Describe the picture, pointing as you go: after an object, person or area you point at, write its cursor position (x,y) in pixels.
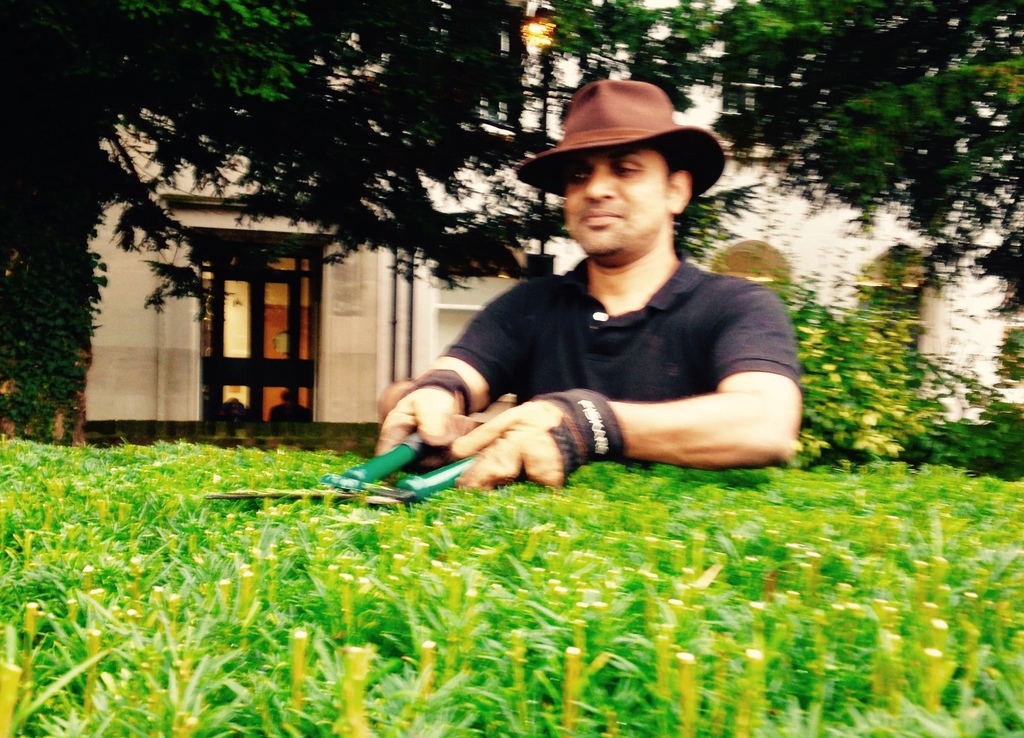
In this image I can see the person (463,419) holding the scissor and the person (603,421) is wearing black color shirt (644,399) and I can see few plants (185,555) in green color. In the background (912,285) I can see the building (730,262) in cream color and I can also see the door (302,325).
